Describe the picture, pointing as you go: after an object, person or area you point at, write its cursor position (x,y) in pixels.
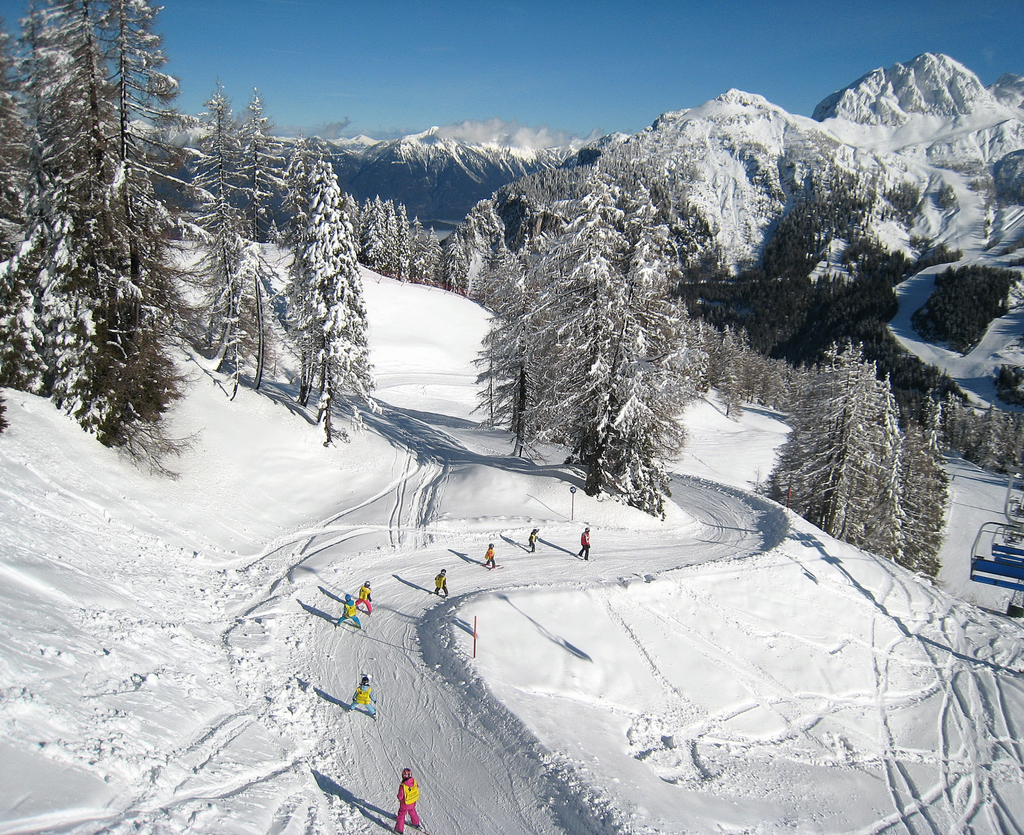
In this picture there are mountains (917,149). In the middle of the image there are group of people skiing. On the right side of the image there are cable cars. At the back (749,303) there are trees (732,306) and there is snow (198,306) on the trees (167,277). At the top (450,64) there is sky (524,72). At the bottom (643,817) there is snow (701,678).
